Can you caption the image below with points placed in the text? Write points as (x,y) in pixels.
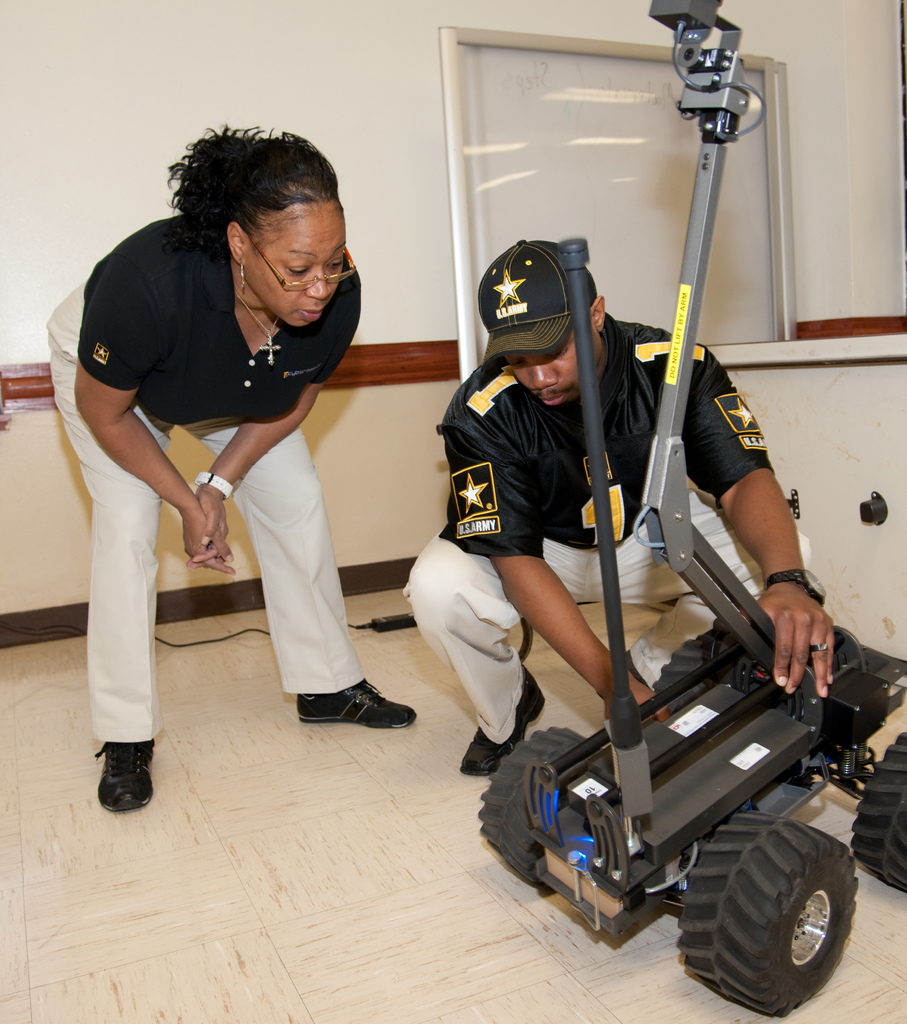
In this picture we can see a man (562,479) is in squat position and holding an object (706,665) and to the object (662,689) there are wheels (793,848). On the left side of the man (620,463) there is a woman (192,266) standing on the floor (53,727). Behind the people (417,589) there is a cable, wall (315,88) and an object (615,176).
